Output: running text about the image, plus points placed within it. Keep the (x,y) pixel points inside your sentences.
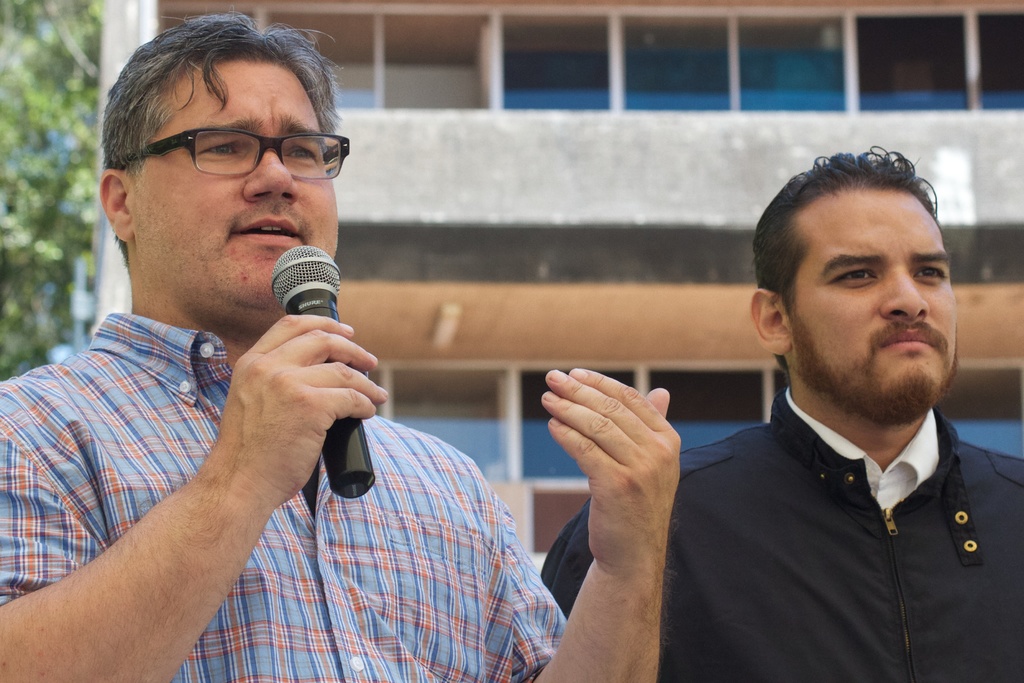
In this image there are two men (715,560) standing. The man (414,594) to the left (314,519) is holding a microphone (325,268) in his hand (338,361). Behind them there is a building (539,195). To the left (76,254) there are leaves (61,128) of a tree (50,144).
